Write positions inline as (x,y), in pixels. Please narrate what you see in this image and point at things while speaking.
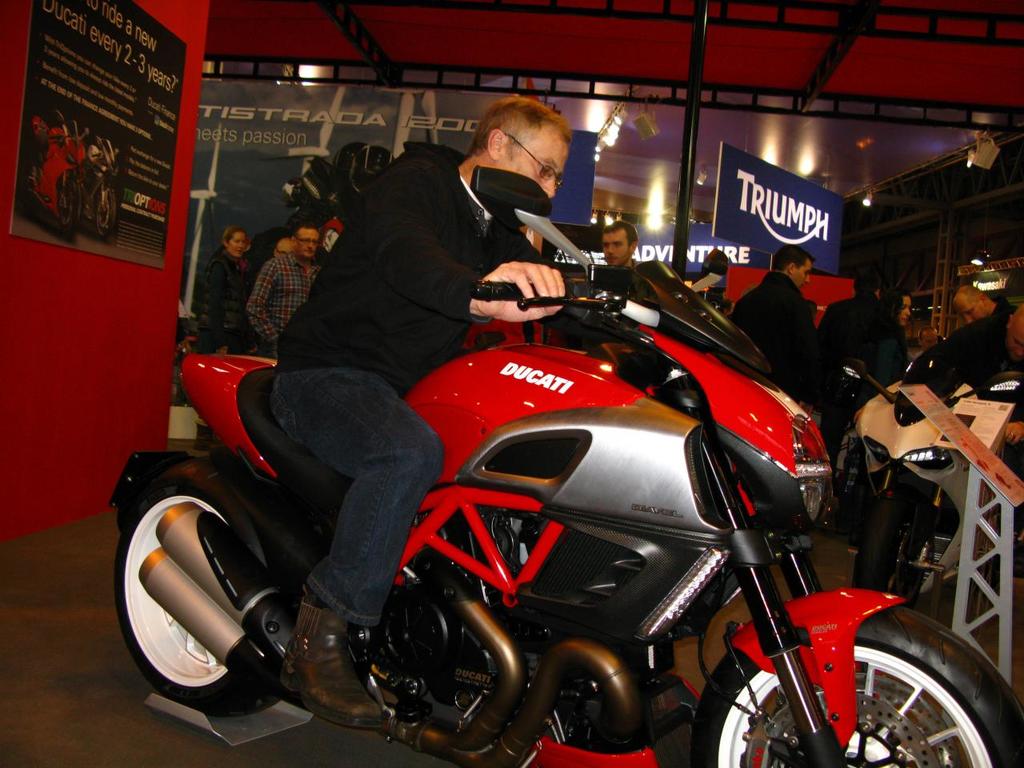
In this image there is a man (317,365) sitting on the bike (489,541). Behind him there are few people (794,318) standing on the floor (91,728). On the left side of the image (163,361) there is a wall (113,324) with the poster (90,98) on it. In the background of the image (259,94) there are lights (658,185) and boards (724,191).
